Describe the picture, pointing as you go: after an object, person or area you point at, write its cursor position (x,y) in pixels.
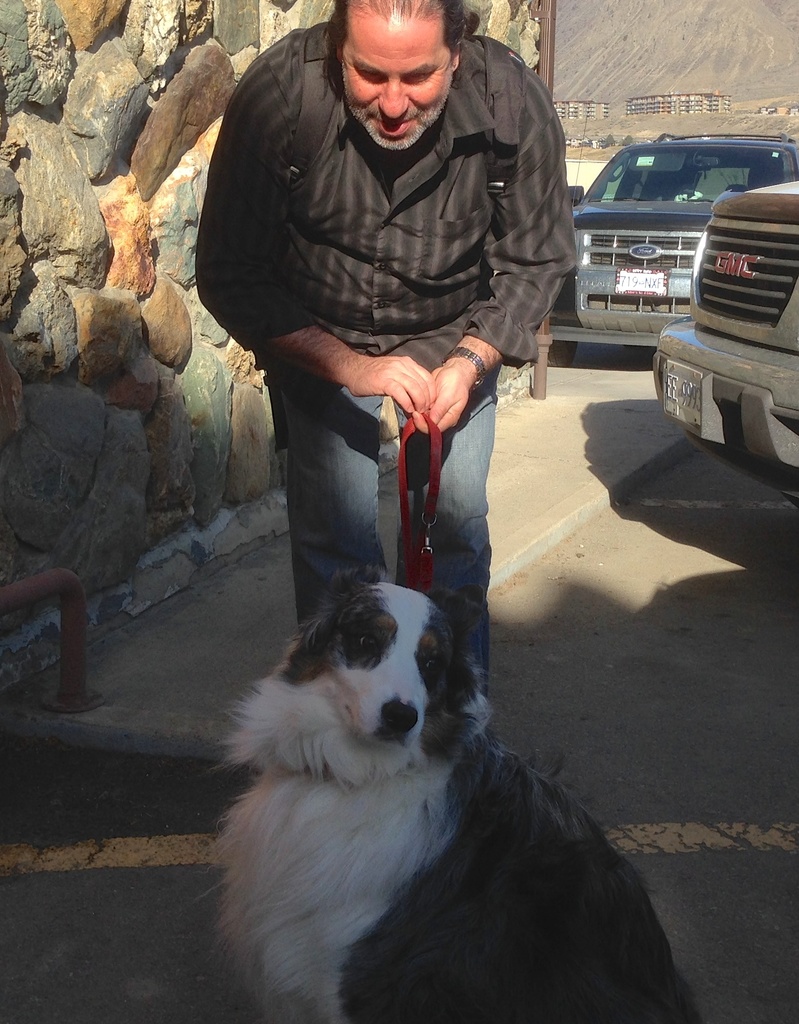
In the image we can see there is a man (428,319) who is standing and holding dog (425,873) and his belt (429,557).
